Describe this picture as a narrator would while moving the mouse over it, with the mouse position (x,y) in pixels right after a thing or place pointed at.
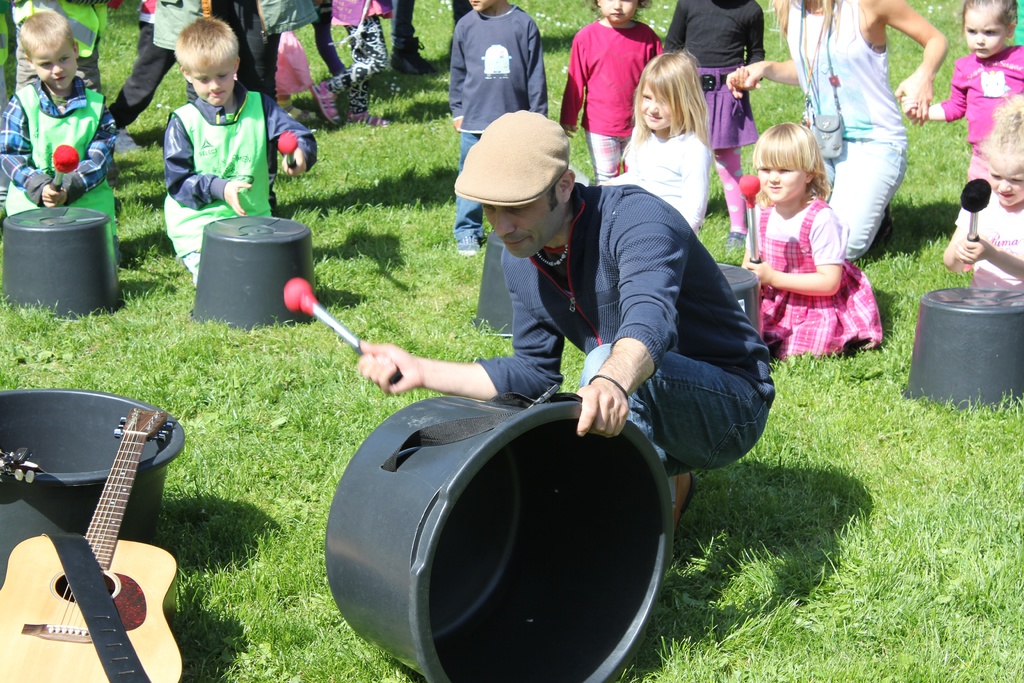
As we can see in the image there are few people (80,108) sitting and standing over grass (900,515) and there are few tubs (494,558) with black color and on the left side (63,647) there is a guitar (63,590).
